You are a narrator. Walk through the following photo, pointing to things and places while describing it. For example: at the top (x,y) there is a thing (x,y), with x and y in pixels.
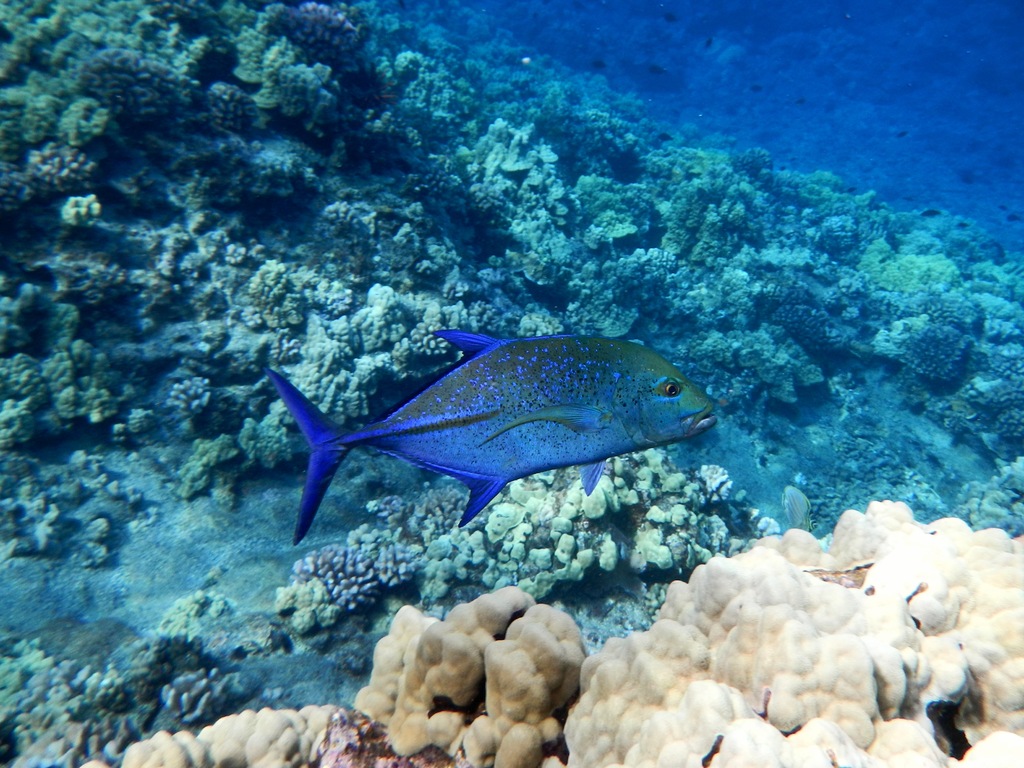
There is a fish (441,392) in the water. Also there are corals (725,622).
